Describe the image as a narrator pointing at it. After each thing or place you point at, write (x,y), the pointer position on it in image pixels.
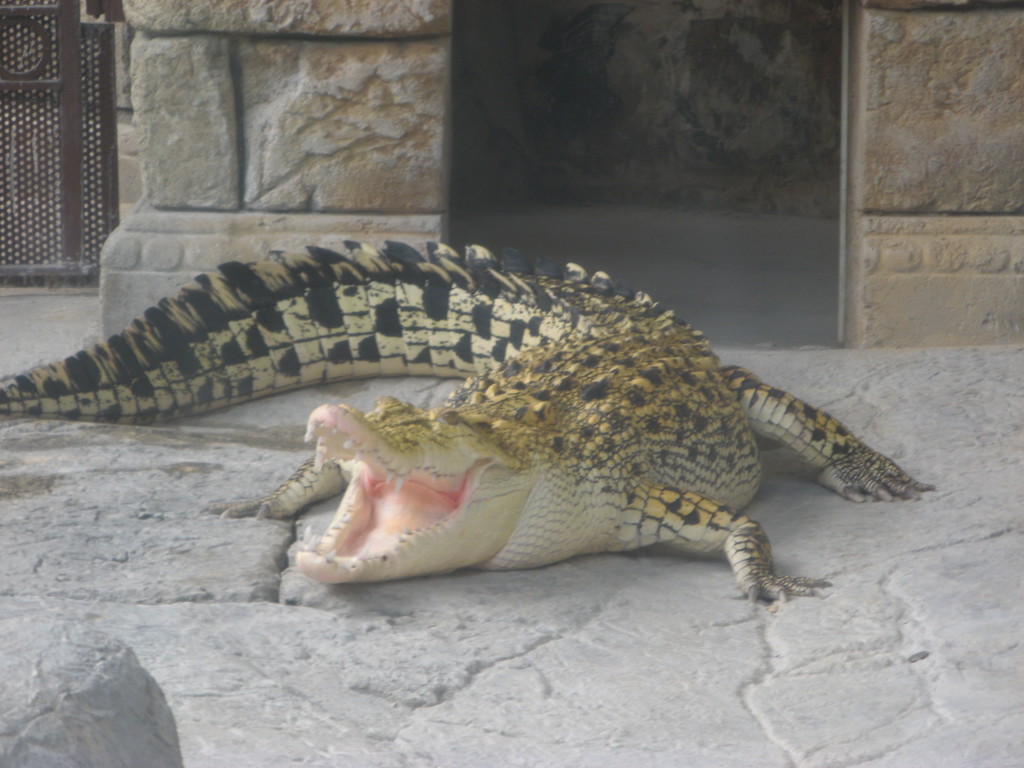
In this picture I can observe a crocodile (448,419) on the land (219,499). This crocodile (494,485) is in black and cream color. In the background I can observe a wall (430,114).
